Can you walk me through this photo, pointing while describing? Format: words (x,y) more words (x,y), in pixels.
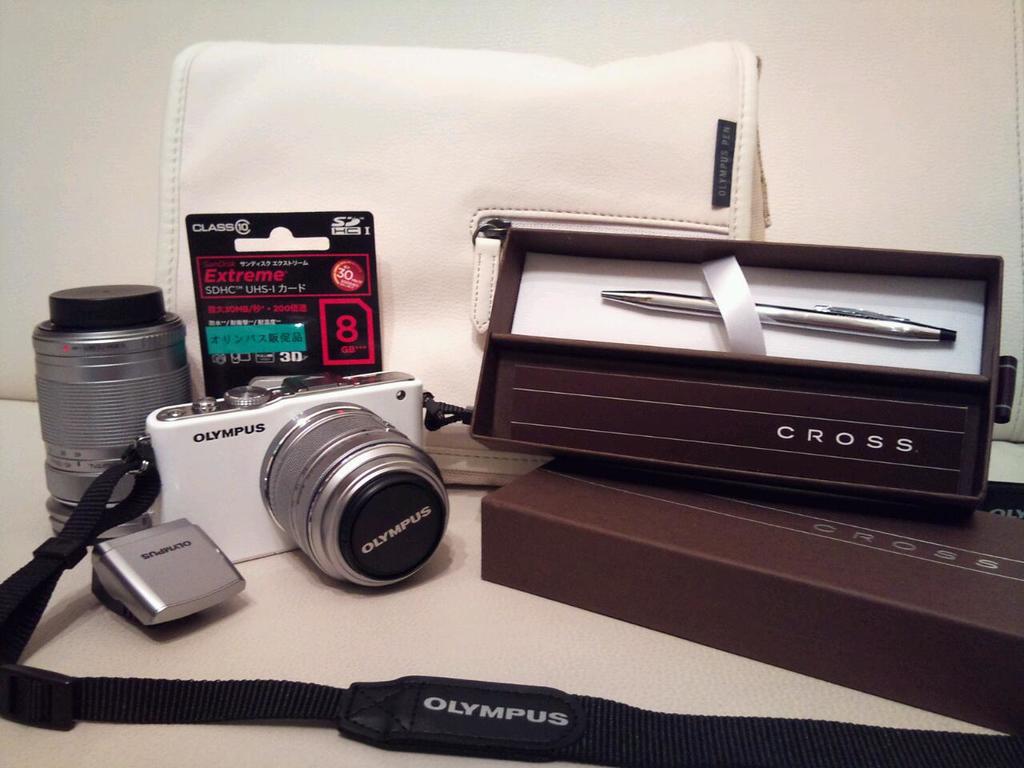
There is a camera (326,463) with a strap (415,746) and something is written on that. There is a pen (622,298) inside a box (720,346). There is a white bag (343,179) and a lens (142,369) on a surface (406,616). In the back (33,113) there is a wall (299,3).
